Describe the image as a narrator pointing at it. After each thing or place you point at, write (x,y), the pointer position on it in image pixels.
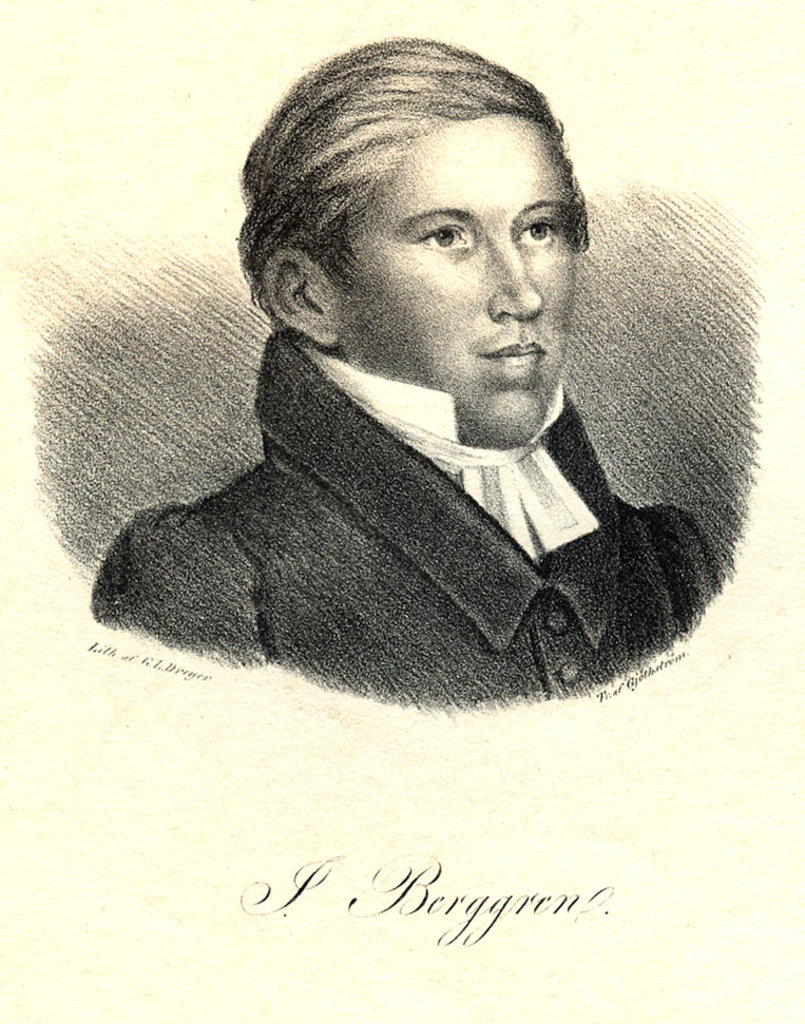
In this image, we can see a human sketch (473,591) on the white surface (325,716). At the bottom of the image (633,685), we can see text (412,913).
